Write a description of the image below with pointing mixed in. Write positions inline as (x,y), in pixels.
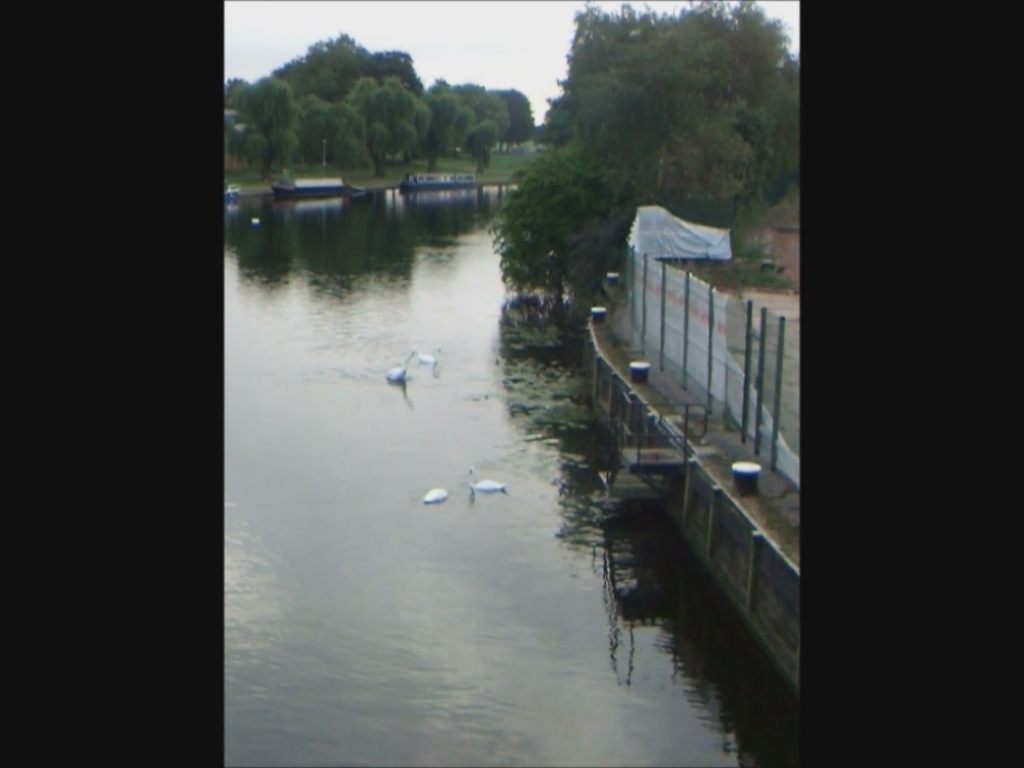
In this image we can see the boats (360,196) and also swans (426,362) on the surface (416,517) of the river (384,573). Image also consists of many trees (594,66). At the top (516,39) there is sky (504,39). We can also see the fence (719,299) and the image has black borders (898,286).
